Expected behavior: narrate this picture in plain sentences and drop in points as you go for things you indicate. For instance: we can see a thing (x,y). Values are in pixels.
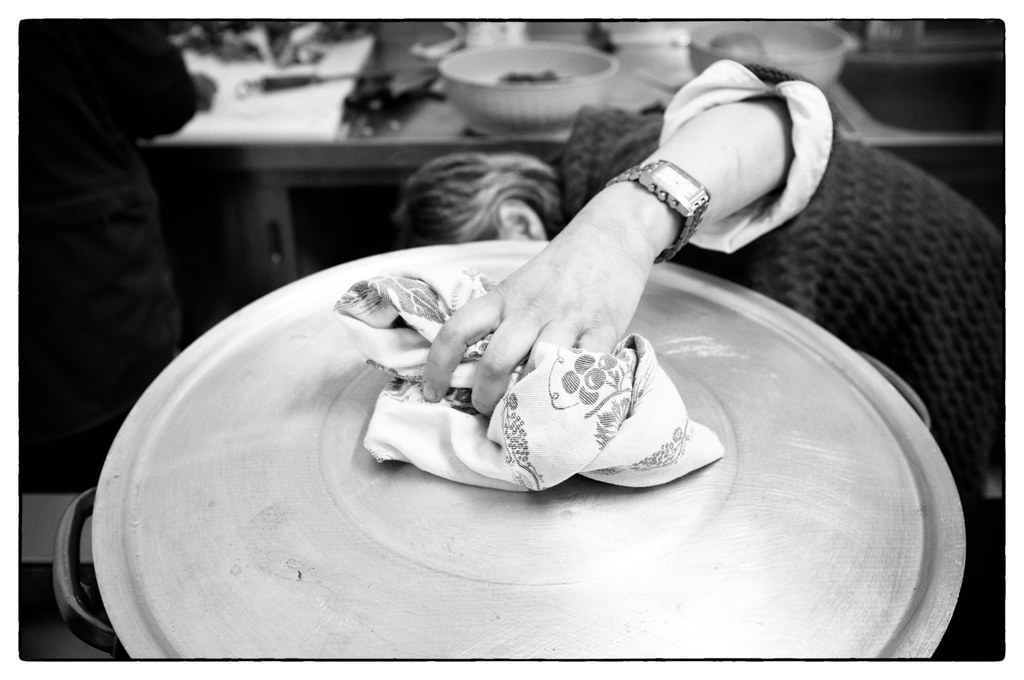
In the picture we can see a person (902,252) holding a cap (361,423) of the bowl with a cloth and bending down and behind the person (748,151) we can see the table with something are placed on it and we can see another person (120,256) standing near the table (279,153).
